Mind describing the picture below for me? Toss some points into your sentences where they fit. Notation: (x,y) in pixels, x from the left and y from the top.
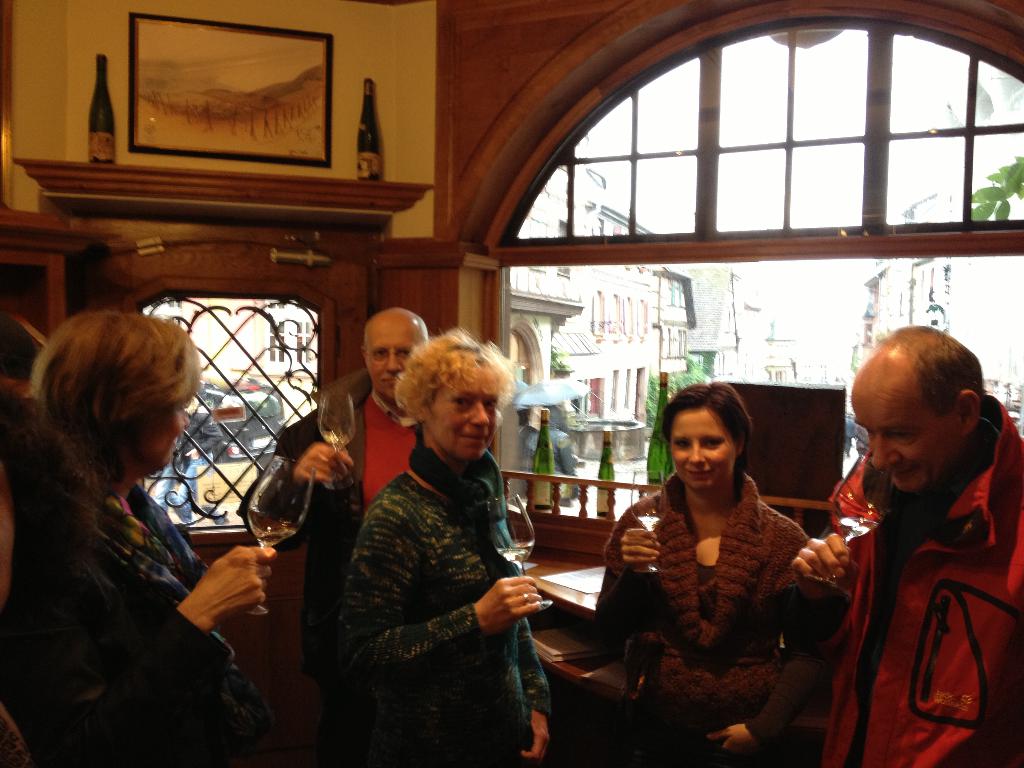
In this picture we see 5 people (617,564) who are holding alcohol glasses (261,608) and in the background (374,151) we have alcohol bottles (109,156) present on top of window (199,351) or door (334,286). In the background (609,358) we see some buildings (622,355). It may be some bar (182,158).
